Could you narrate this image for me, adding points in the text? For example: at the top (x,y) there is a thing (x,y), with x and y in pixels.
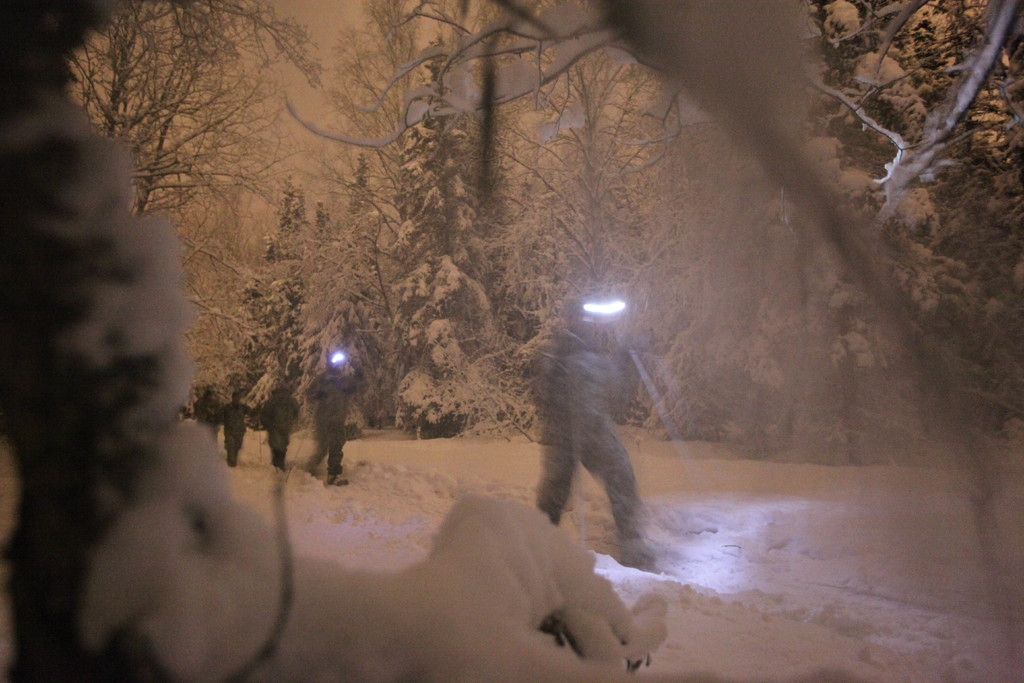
In this image I can see the snow (432,532) on the land (766,631). There are few people (579,423) walking on the snow (292,448) by wearing head lamps (601,310) on their heads (340,372). In the background (696,230), I can see some trees (393,274) which are covered with the snow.
